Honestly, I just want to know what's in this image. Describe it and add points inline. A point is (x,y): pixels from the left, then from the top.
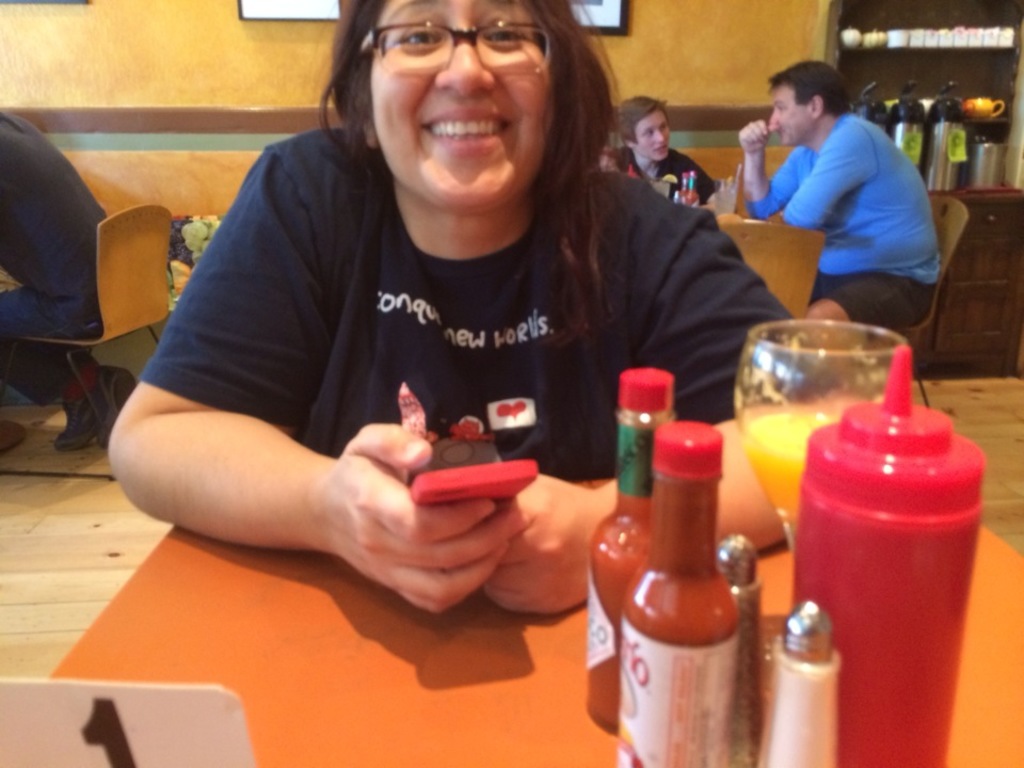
In this image, there is a person (529,182) wearing clothes (457,334) and sitting in front of the table (409,637). This table (464,673) contains bottles (600,605) and glass (802,386). There is a wall (199,85) behind this person (424,79). This person (297,196) is holding a phone (448,482) with her hand (467,506). There are two person (822,196) behind this person (328,219) sitting on chairs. There are some flasks (899,111) in the top right of the image (896,130).
